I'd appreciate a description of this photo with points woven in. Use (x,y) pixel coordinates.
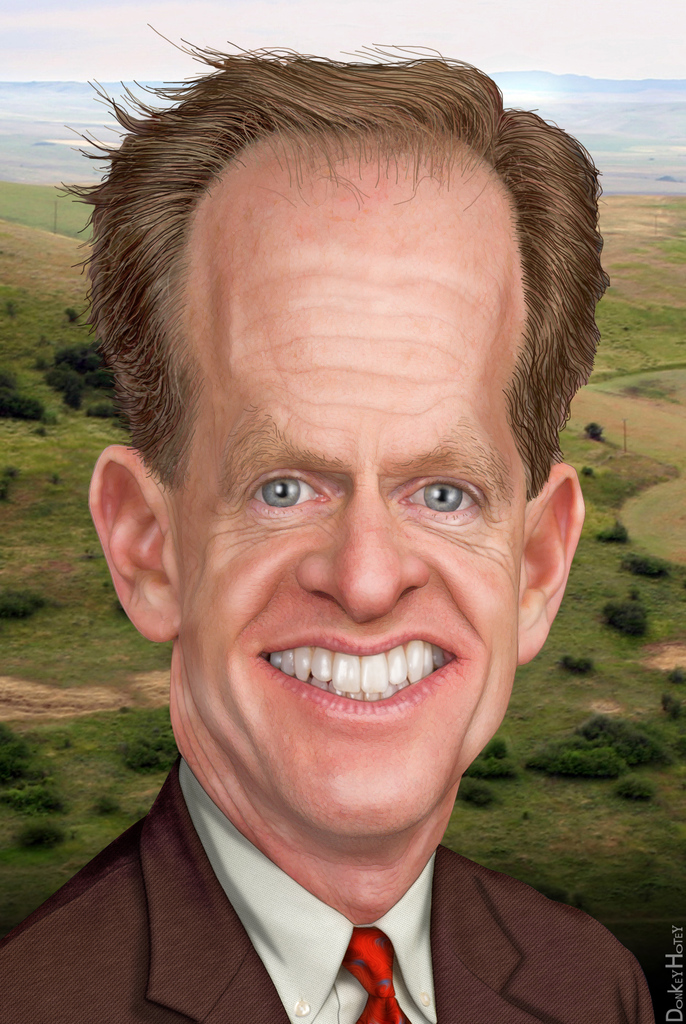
This image is a painting. In this image we can see persons face (271,669). In the background (80,382) we can see trees (80,382), grass (634,662) and water (79,87).
